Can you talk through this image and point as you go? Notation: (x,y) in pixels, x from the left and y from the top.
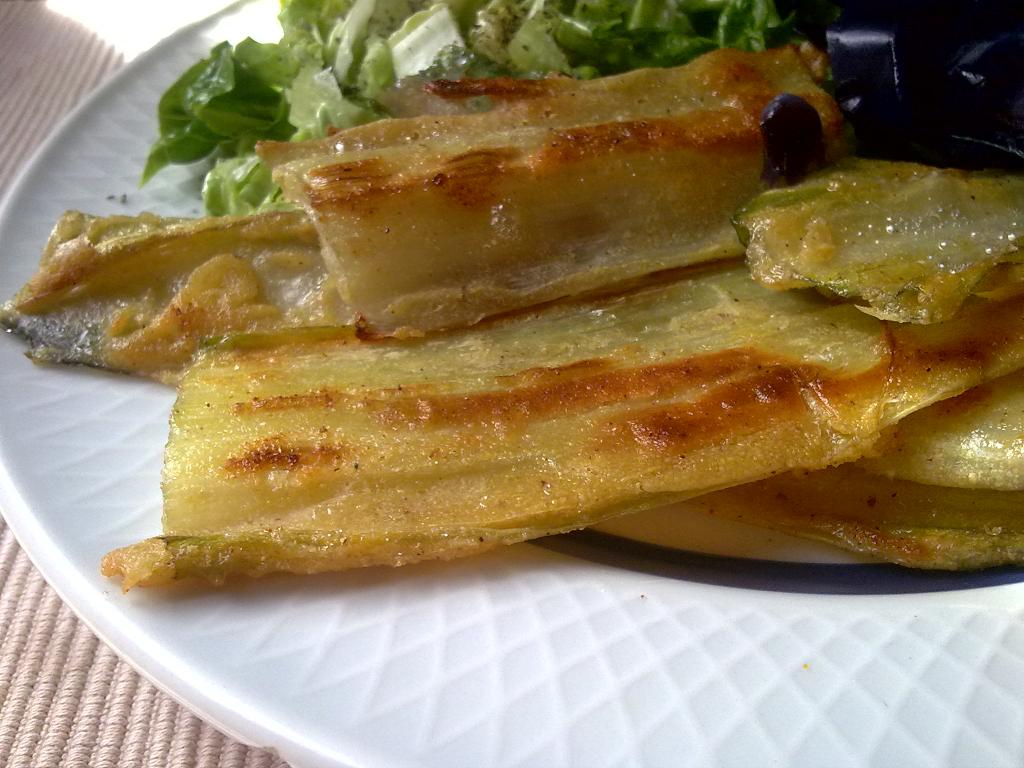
In this picture there is a plate (386,587) in the center of the image (628,510), which contains food items (451,212) in it.
